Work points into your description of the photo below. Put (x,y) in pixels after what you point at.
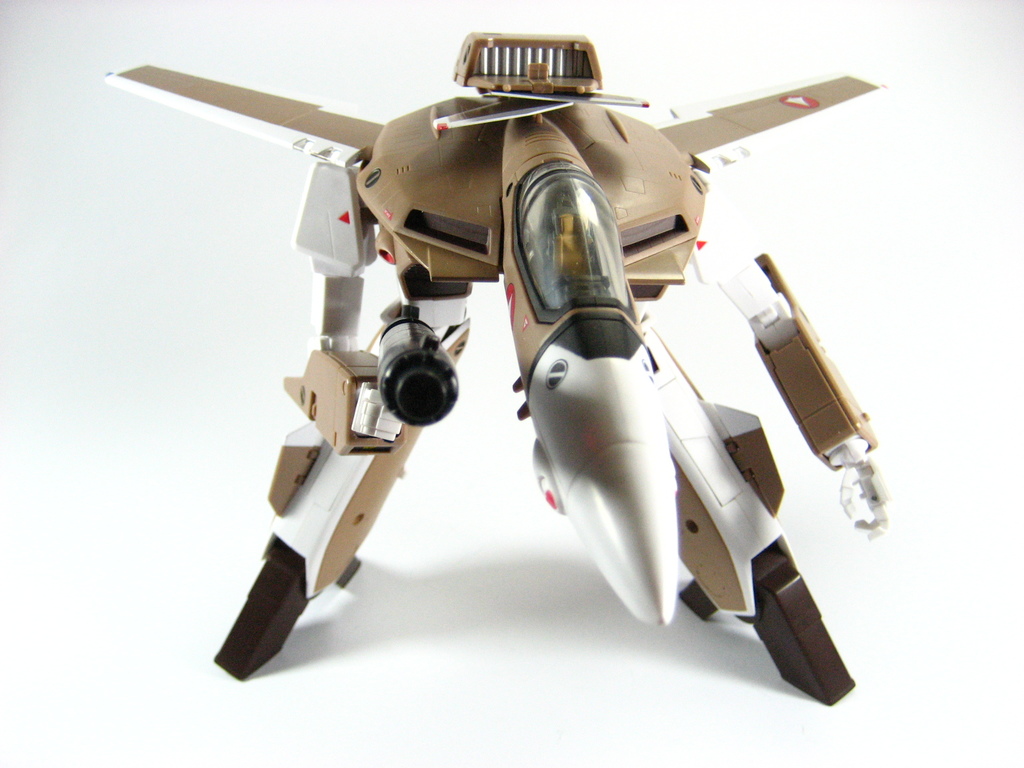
In this image we can see a toy robot (589,498) which is placed on the surface (594,617).
